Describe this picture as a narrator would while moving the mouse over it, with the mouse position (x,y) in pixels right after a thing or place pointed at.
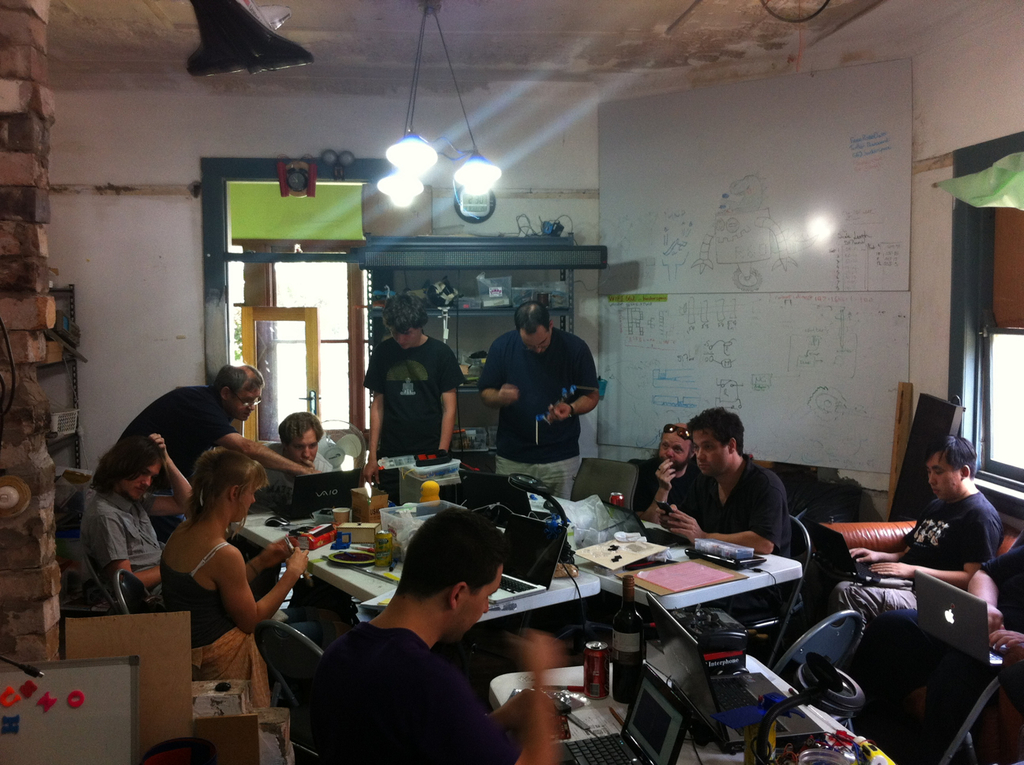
This is an inside view of a room (78,376). Here I can see few people (190,517) are sitting on the chair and few people (250,402) are standing. On the tables (605,705) I can see laptops (671,705), coke tin (592,660), bottle (624,666), papers (685,586), boxes (342,524) and many objects (754,722). On the right side (1012,333), I can see a window (1003,313) to the wall (940,288) and also there is a board (673,260) attached to this wall (956,84). In the background (507,280) there is a rack (461,288) in which few objects (452,295) are placed. Beside this there is another window (334,290) and on the top (412,173) I can see the lights (419,192).
